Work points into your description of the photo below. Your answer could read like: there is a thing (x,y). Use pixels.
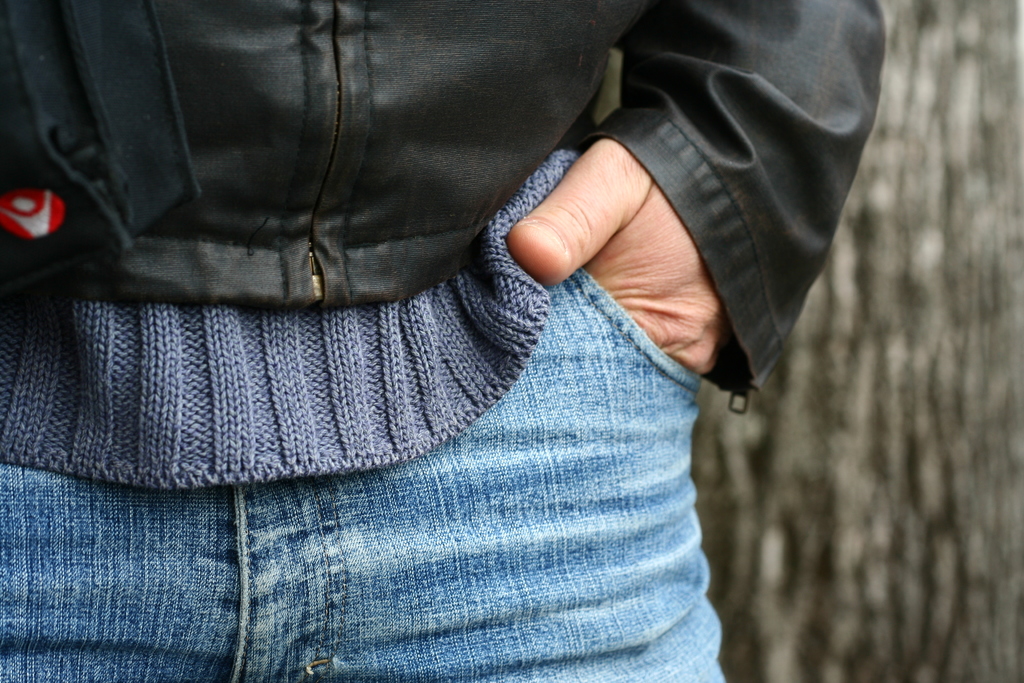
This image consists of a person (343,275) wearing a black jacket (387,167) and blue jeans (694,511). In the background (888,449), it looks like a tree (853,493).
